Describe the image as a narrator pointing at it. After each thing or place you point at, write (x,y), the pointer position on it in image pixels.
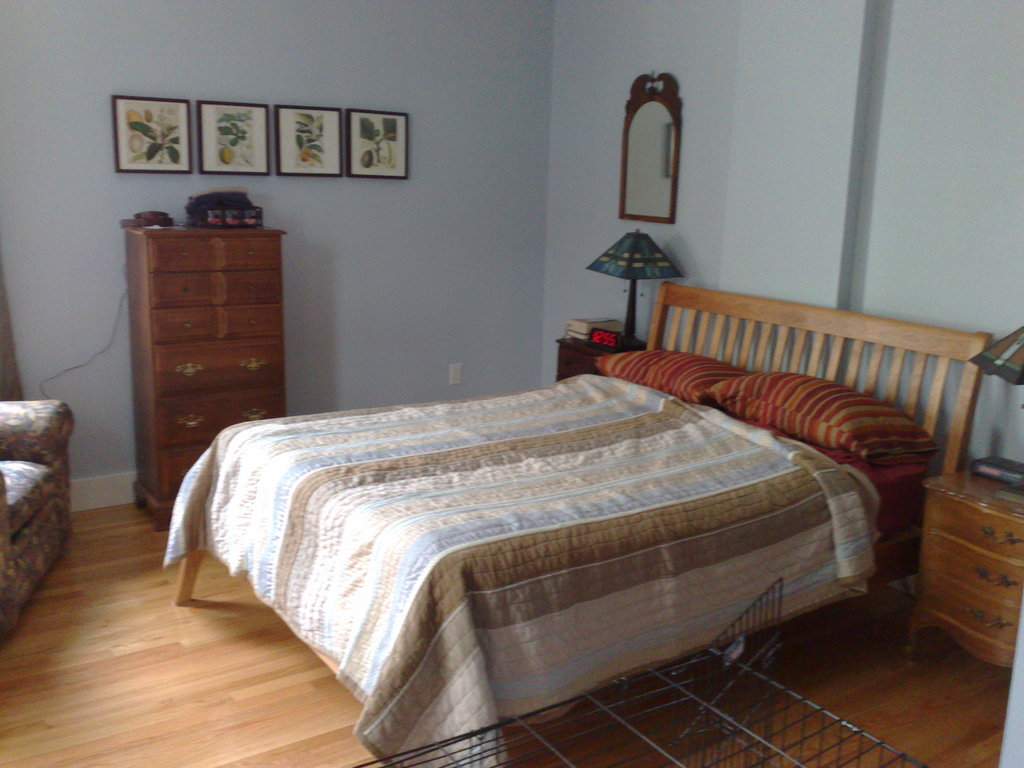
In this image we can see photo frames (258,157), cupboards (216,305), bed (233,468), pillows (663,370), mirror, chair (20,519) and a wall (586,159).
